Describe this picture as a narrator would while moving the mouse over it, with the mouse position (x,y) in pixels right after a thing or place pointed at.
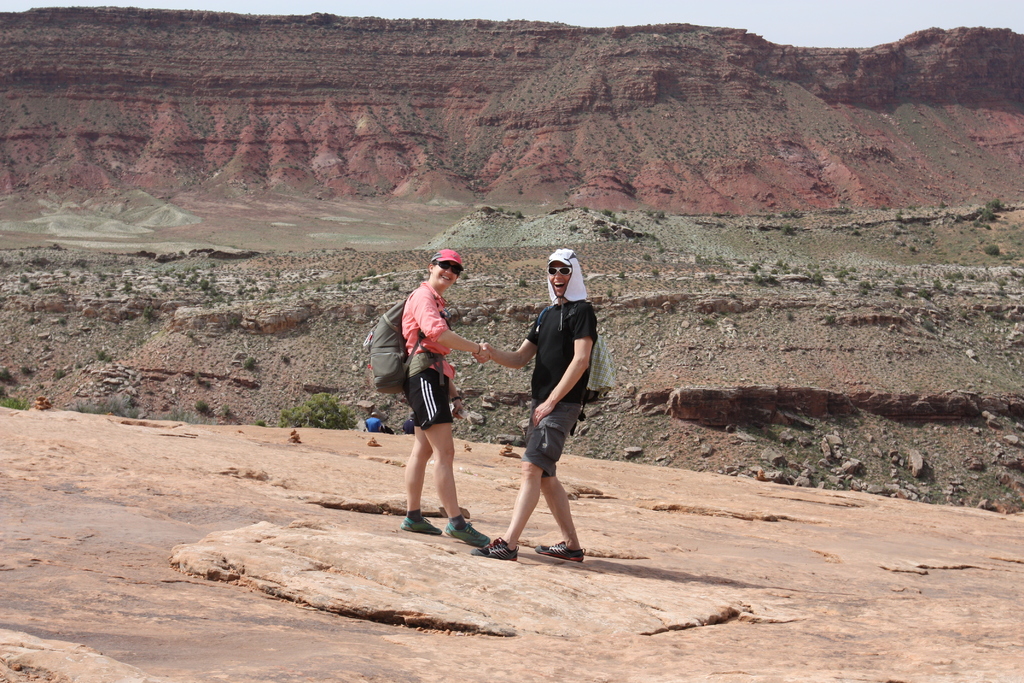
In this picture, we see two men (447,436) are standing and they are shaking their hands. They are smiling and they are posing for the photo. They are wearing the goggles (457,268). The man (443,377) on the left side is wearing a backpack (395,324). At the bottom (826,546), we see the rock (243,454). In the background (1002,262), we see the hills (239,301) and the trees (994,252). At the top (608,12), we see the sky (593,6).
